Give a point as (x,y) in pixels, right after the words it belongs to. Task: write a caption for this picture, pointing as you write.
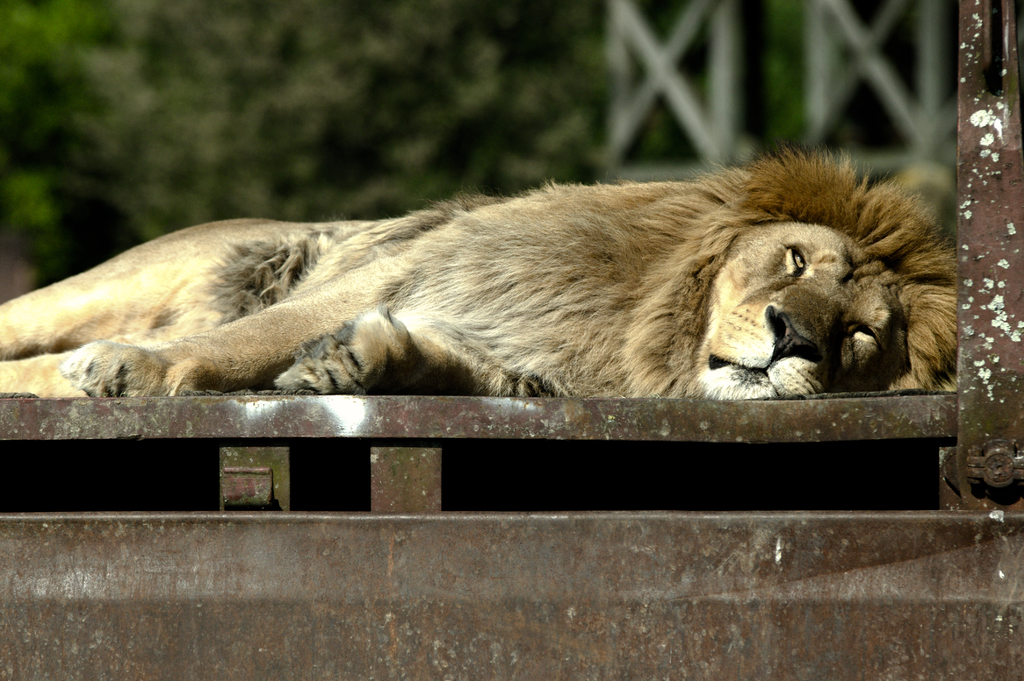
In this picture we can see a lion (893,346) lying on a platform (772,521) and in the background (199,153) we can see trees (201,29) and it is blurry.
